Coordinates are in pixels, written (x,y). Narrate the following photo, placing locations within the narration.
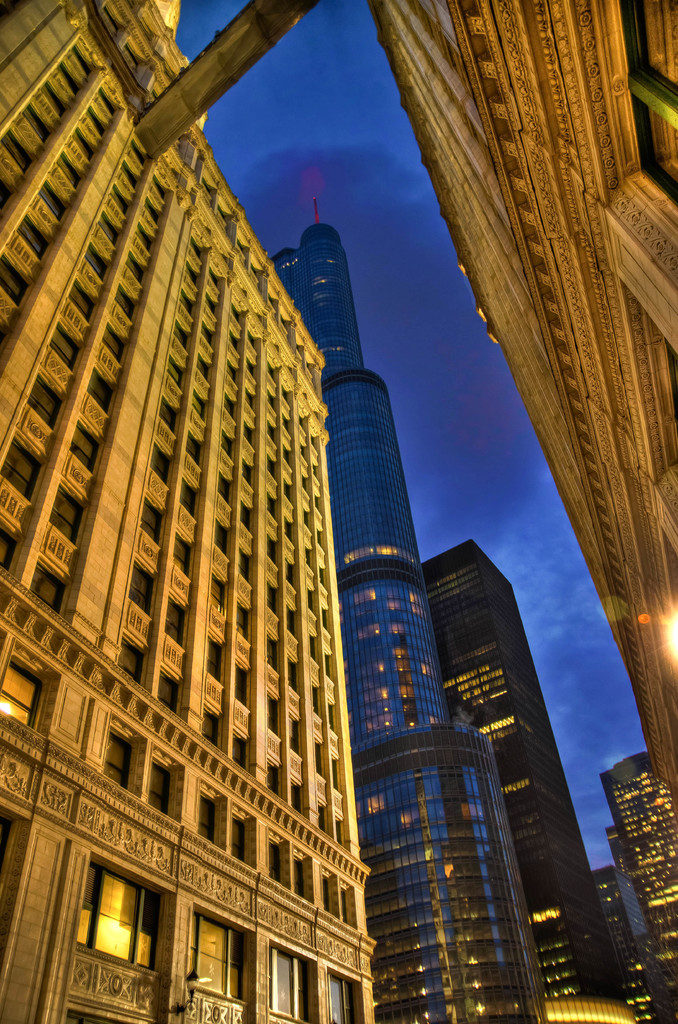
In this image there are buildings (411,801) and the sky (419,317) is cloudy.
